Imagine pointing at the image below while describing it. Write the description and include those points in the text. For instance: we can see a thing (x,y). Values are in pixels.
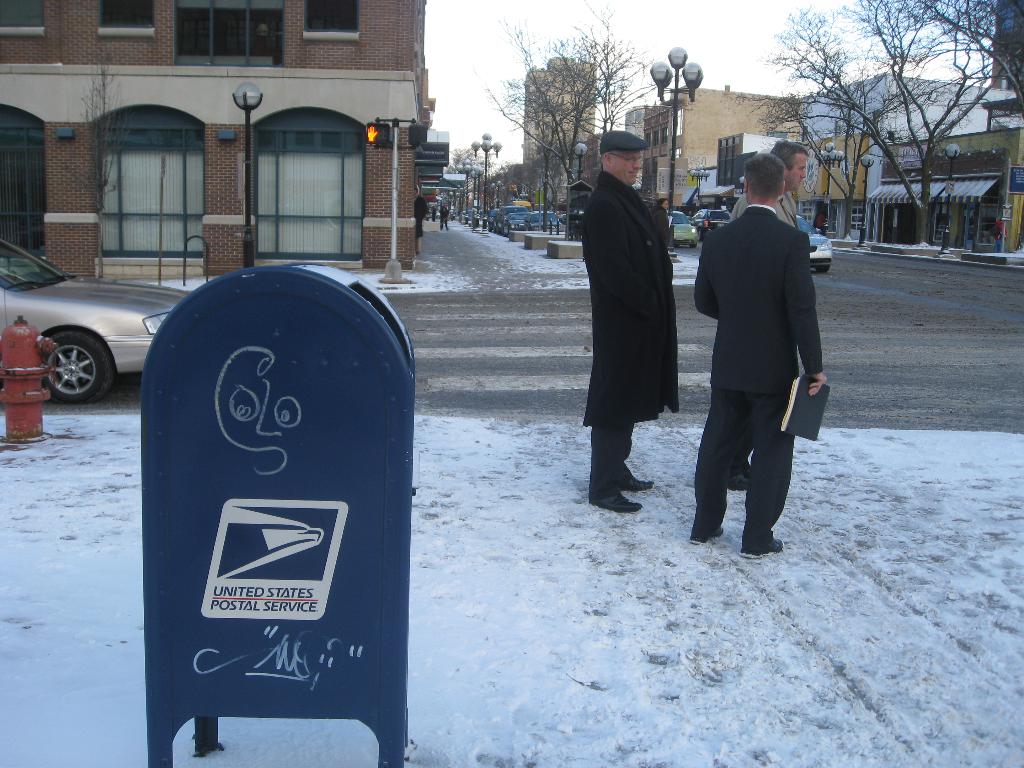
In this image there is a post box (247,533) in the middle (342,510). On the right side (736,307) there are three people (730,380) standing on the floor (803,550). On the left side (42,380) there is a fire hydrant (29,335) beside the car (51,288). In the background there is a road (545,300) on which there are vehicles (526,213). There are buildings (372,71) on either side of the road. There are few people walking on the footpath (464,255). On the footpath (431,232) there are lamp poles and trees (573,114). At the top (727,30) there is the sky (727,30).
